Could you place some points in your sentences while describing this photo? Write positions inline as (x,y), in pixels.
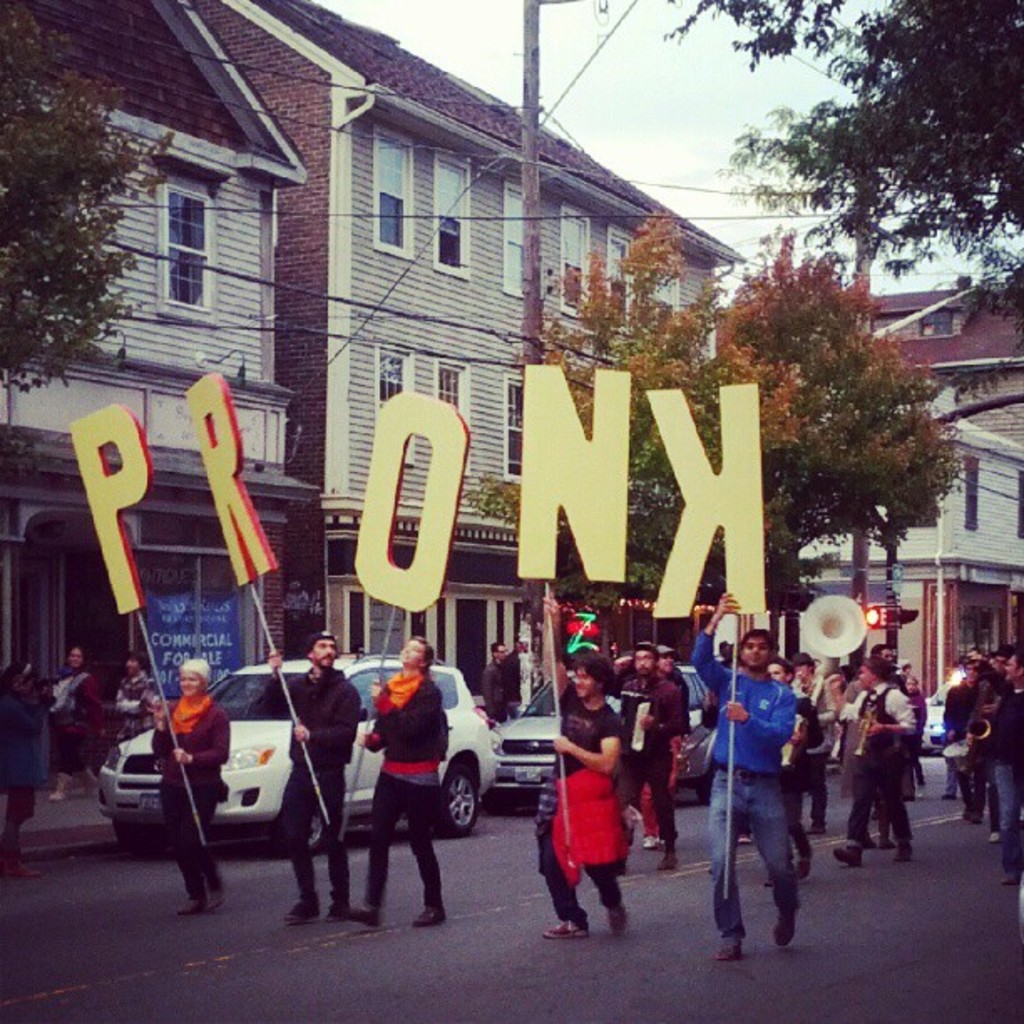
This image is taken outdoors. At the bottom of the image (328,938) there is a road (704,924). At the top of the image (700,39) there is a sky (707,45). In the background (1002,341) there are a few houses (366,310) with walls (512,329), windows (968,629), roofs (244,114) and doors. There are a few trees (39,108) and poles (894,646). In the middle of the image (415,604) a few cars (246,735) are parked on the road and a few people (412,688) are walking on the road (683,829) holding placards (102,478) in their hands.
